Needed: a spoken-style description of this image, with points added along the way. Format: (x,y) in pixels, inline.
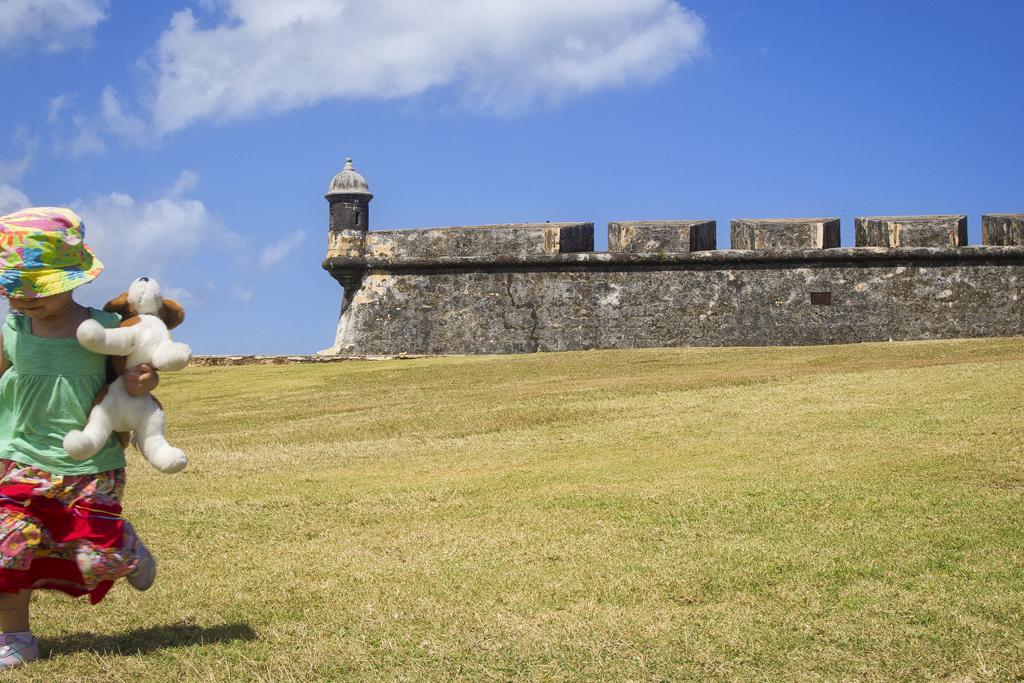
On the left side of the image (84,492), we can see a kid (51,403) is holding a soft toy (122,392) and wearing a hat (46,257). Here we can see kid (75,503) is running on the grass (507,584). Background (723,326) we can see fort wall (704,291) and cloudy sky (454,174).
